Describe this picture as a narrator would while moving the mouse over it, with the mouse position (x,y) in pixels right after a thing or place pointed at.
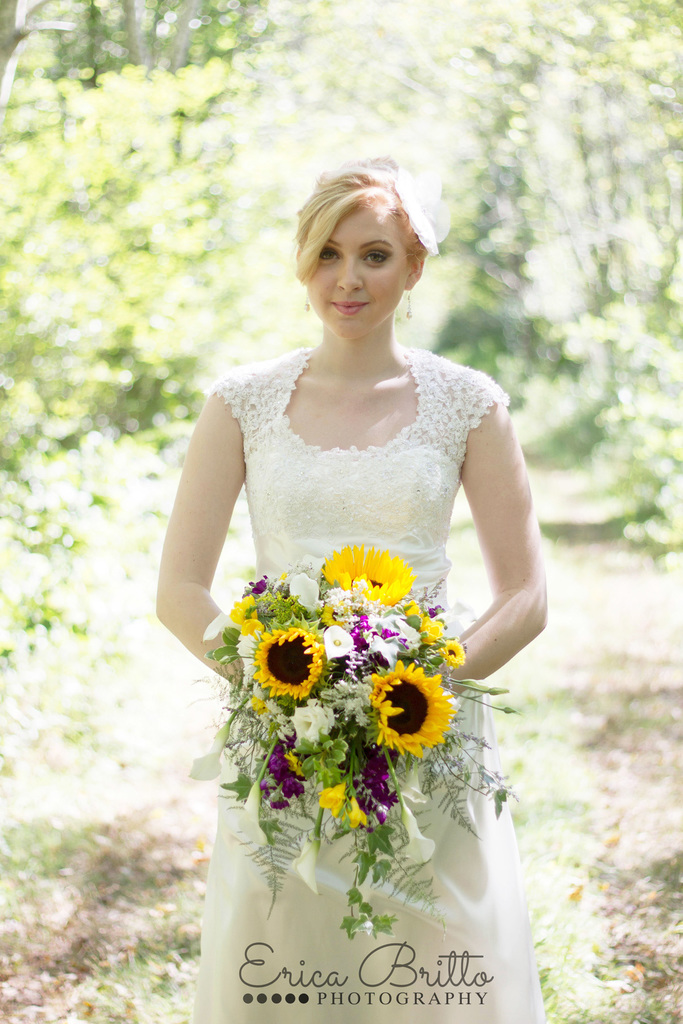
In this image there is ground (620,903) at the bottom (596,886). There is a person (472,843) standing and holding an object (337,763) in the foreground (358,674). There are trees (640,221) in the background (640,221).
